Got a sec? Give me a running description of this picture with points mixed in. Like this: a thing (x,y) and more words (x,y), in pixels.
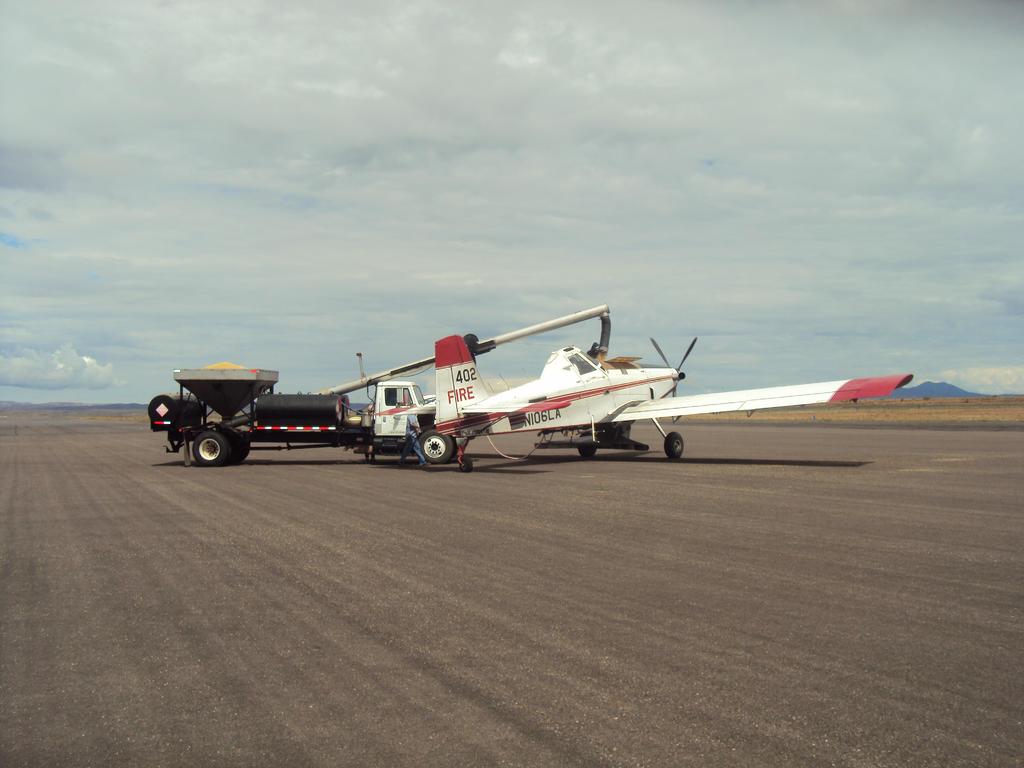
In the middle of the image (570,357) we can see a plane (463,340). Behind the plane (567,418) there is vehicle (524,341). At the top of the image (863,82) there are some clouds (625,59) in the sky (876,90).
